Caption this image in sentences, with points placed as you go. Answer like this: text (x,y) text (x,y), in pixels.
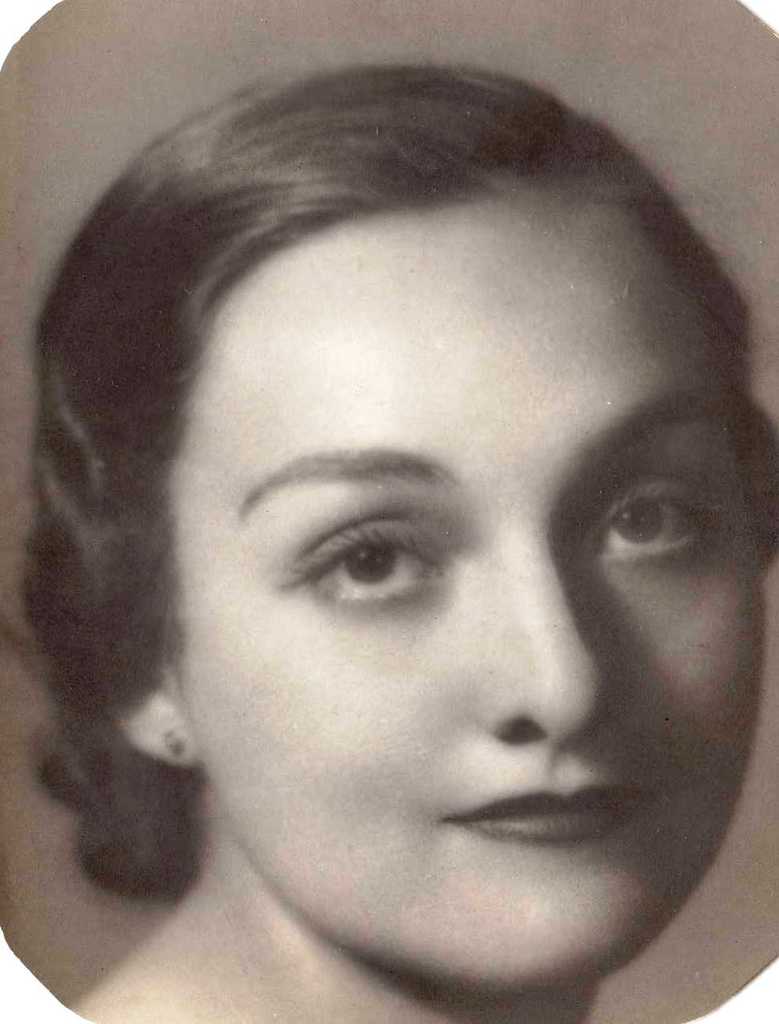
This is an edited image. In this image we can see a lady (381,610). The background of the image (221,15) is sepia.
